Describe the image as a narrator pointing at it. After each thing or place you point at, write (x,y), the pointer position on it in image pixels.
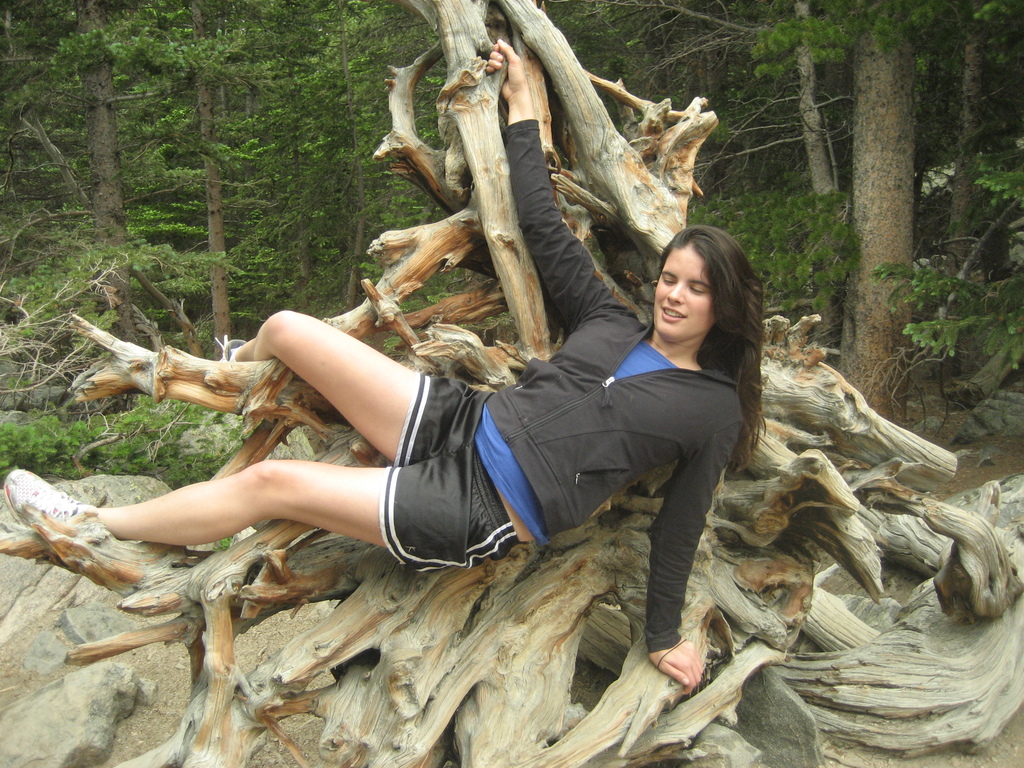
In this image we can see a lady (569,414) lying on the trunk (616,506), there are plants (30,429), rocks (77,678), and trees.
